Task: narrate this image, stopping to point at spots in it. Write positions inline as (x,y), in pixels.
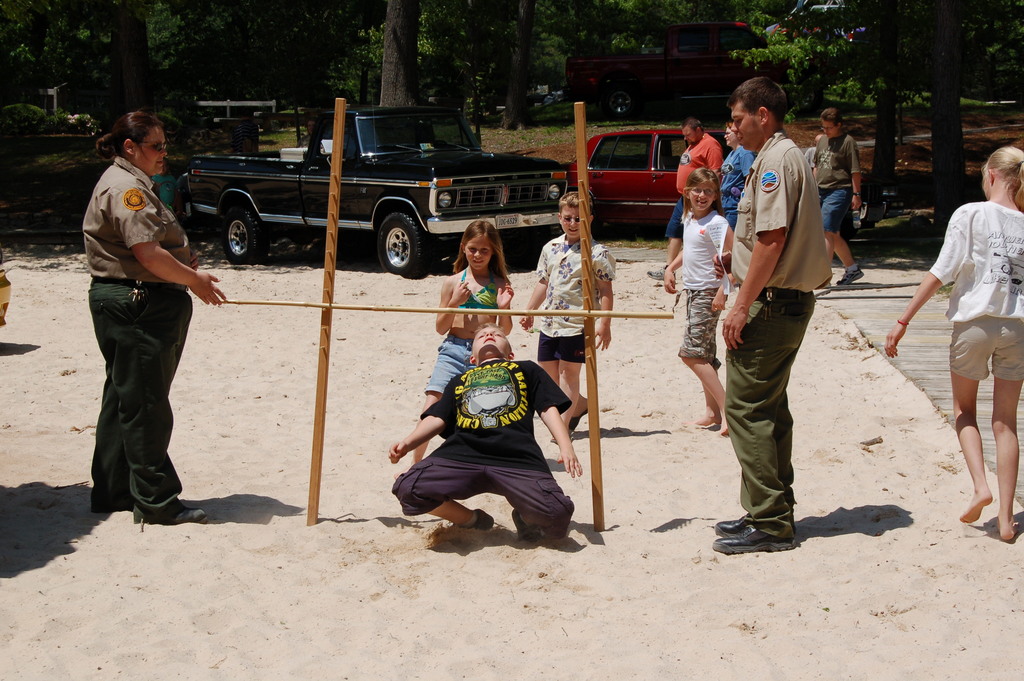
There are people (577,369) and we can see sand (669,359) and wooden sticks (326,321). In the background (386,163) we can see vehicles (651,168), trees (966,7), plants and grass (531,123).
